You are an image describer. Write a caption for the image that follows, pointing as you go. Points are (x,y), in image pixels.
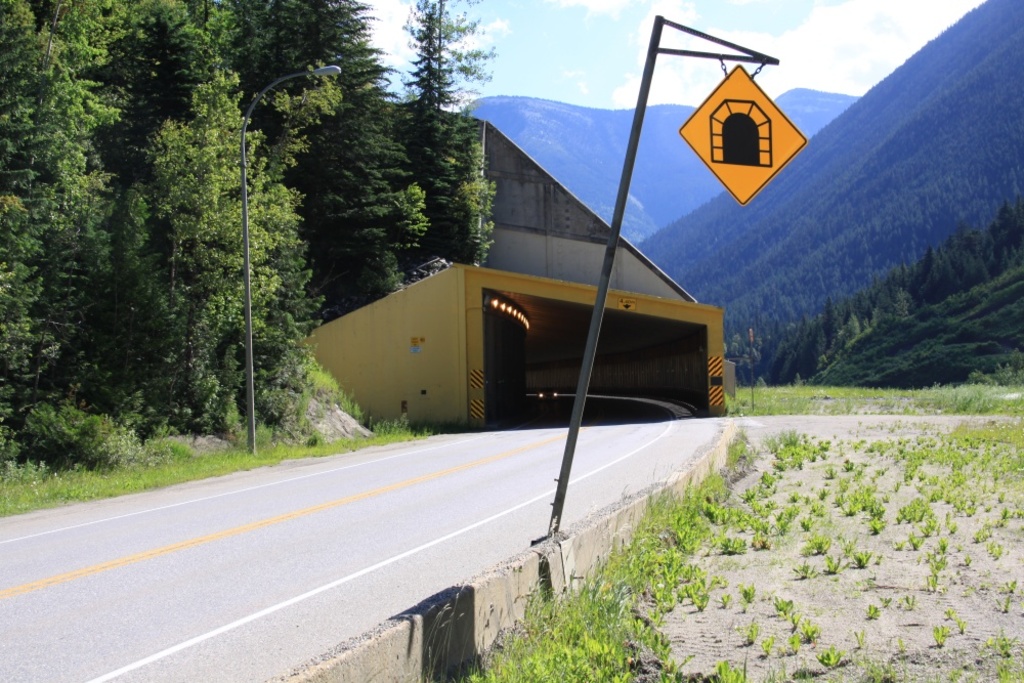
In this image I can see the board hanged to the pole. In the background (248,217) I can see the light pole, few trees (399,241) in green color, few lights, mountains (490,113) and the sky (671,68) is in white and blue color.
